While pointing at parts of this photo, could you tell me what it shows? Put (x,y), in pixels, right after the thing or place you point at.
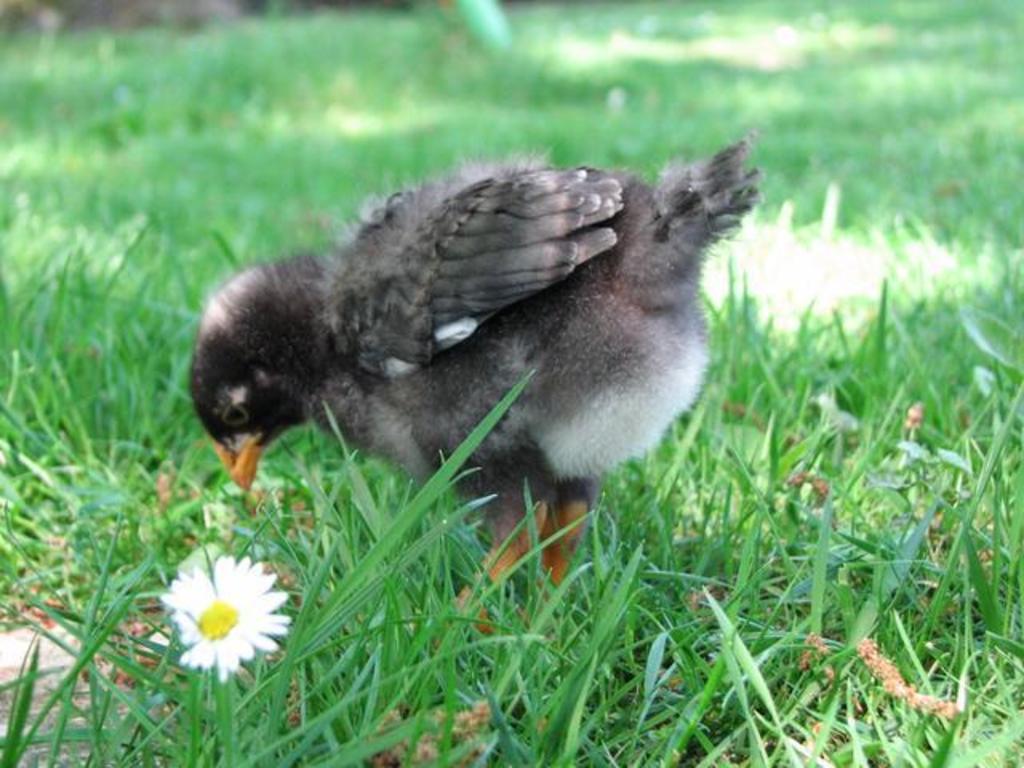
In this picture I can see there is a bird (471,401) and there is grass (673,620) and a flower (232,589) on the floor (496,123). The backdrop of the image (636,89) is blurred.
